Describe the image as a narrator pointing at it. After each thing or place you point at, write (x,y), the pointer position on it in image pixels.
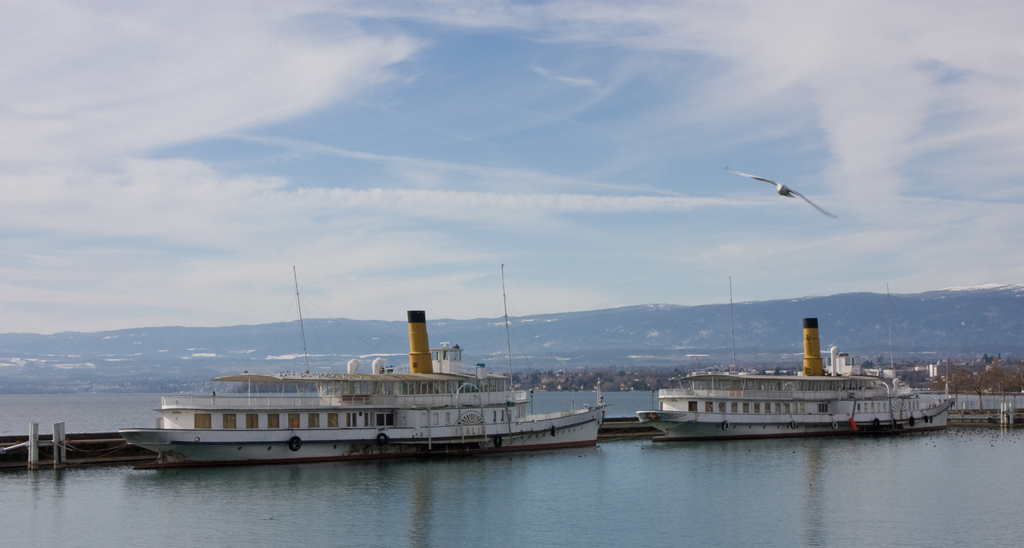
There are ships (423,381) on the water (700,483). On the ships (312,410) there are windows (744,406), railings (760,397), tires (382,440) and many other items (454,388). Near to the ship (127,439) there are poles (34,445). In the back (245,367) there are hills (716,311) and sky (775,165) with clouds (409,155). Also there is a bird (748,177) flying. And there are trees (965,365).
